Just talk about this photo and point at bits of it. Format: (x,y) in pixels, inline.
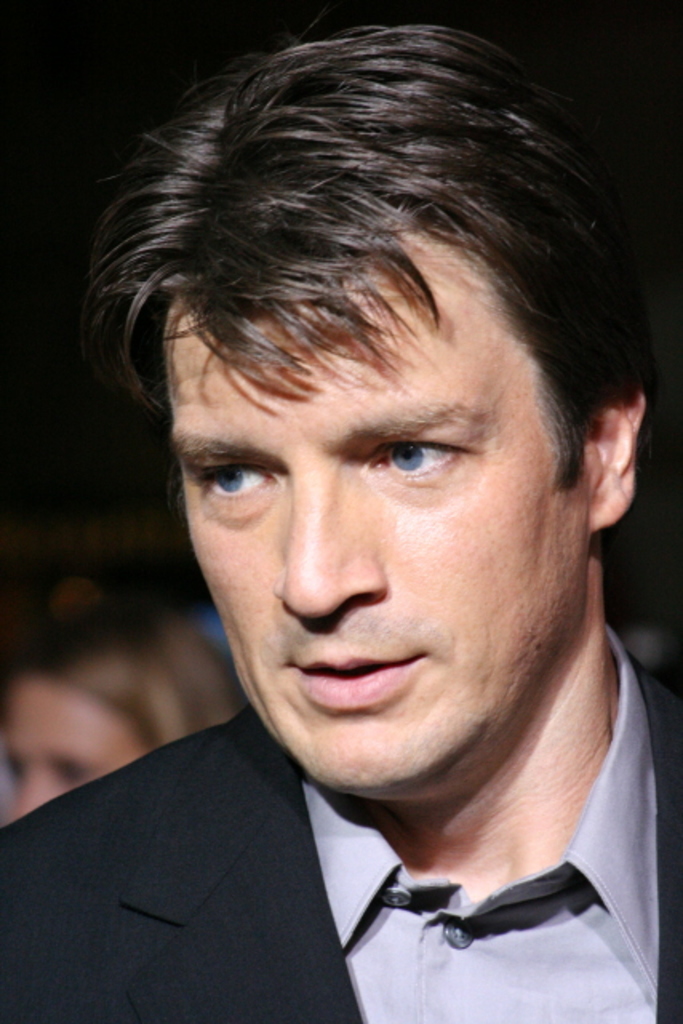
In this image there is a person (270,727), behind this person (376,638) there is another person (186,643). The background (156,542) is dark.
